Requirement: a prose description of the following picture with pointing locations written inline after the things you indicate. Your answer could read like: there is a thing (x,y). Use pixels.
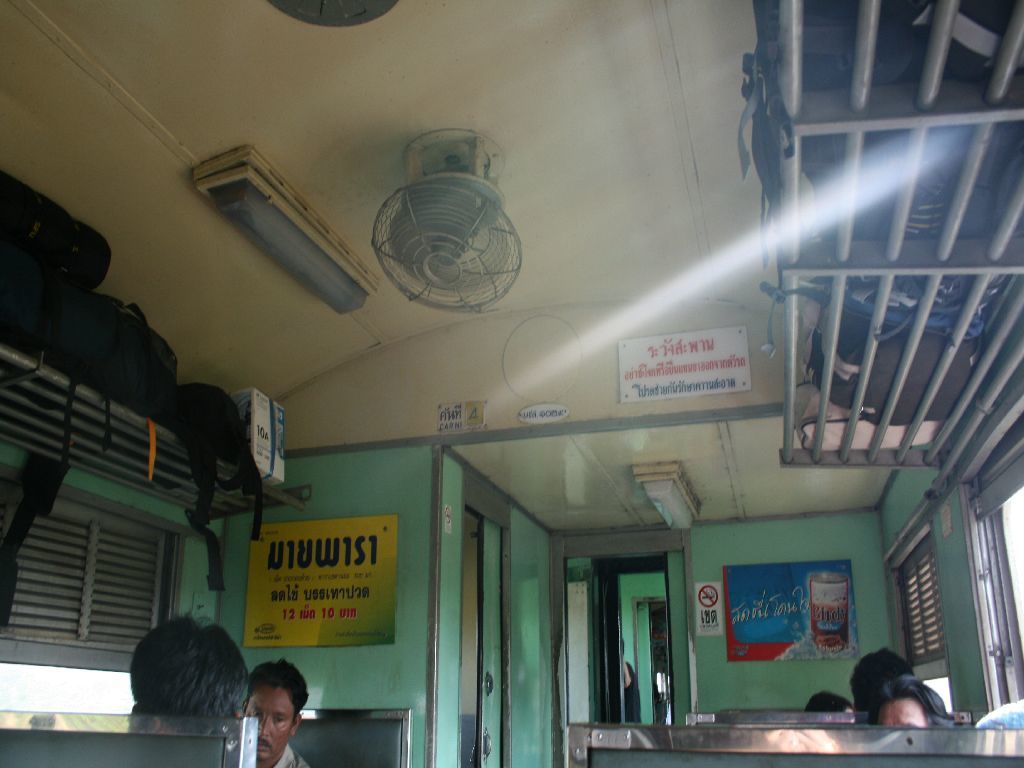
In this image we can see few people (284,746) travelling in the train (547,637). There are many objects (240,412) placed on the rack (880,316). There are few advertising boards (333,591) in the image. There are few lights (660,503) and fans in the image.
